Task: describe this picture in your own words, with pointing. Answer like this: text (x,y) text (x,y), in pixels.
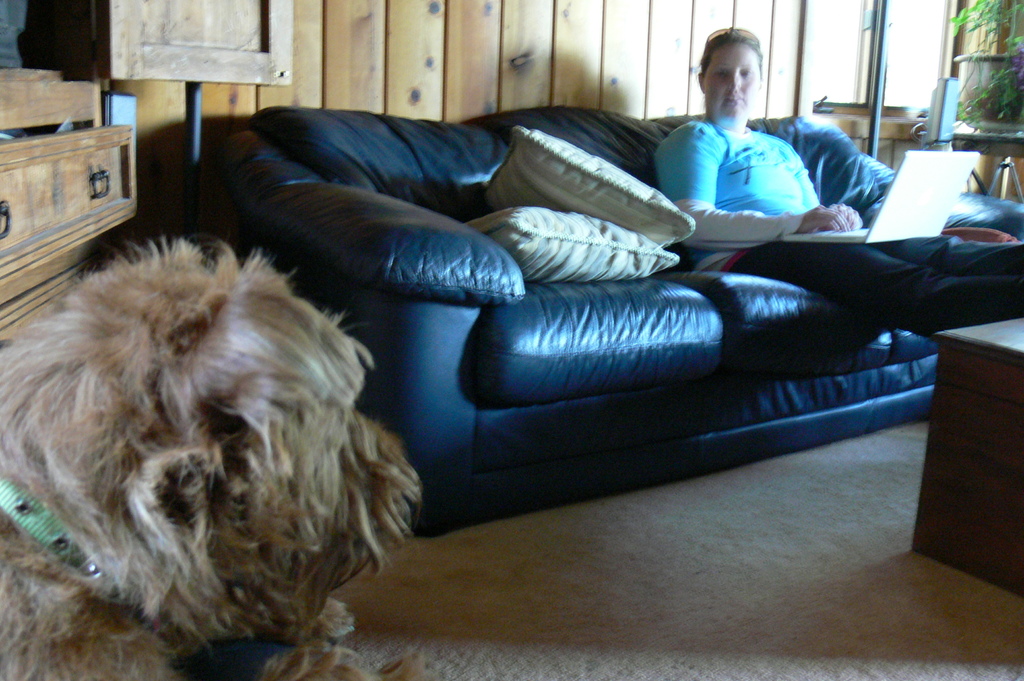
In this image i can see a woman (778,205) is sitting on a couch (817,180). I can also there is a dog (207,407), a table (980,421) and couple of pillows (590,238) on the couch (609,370).
